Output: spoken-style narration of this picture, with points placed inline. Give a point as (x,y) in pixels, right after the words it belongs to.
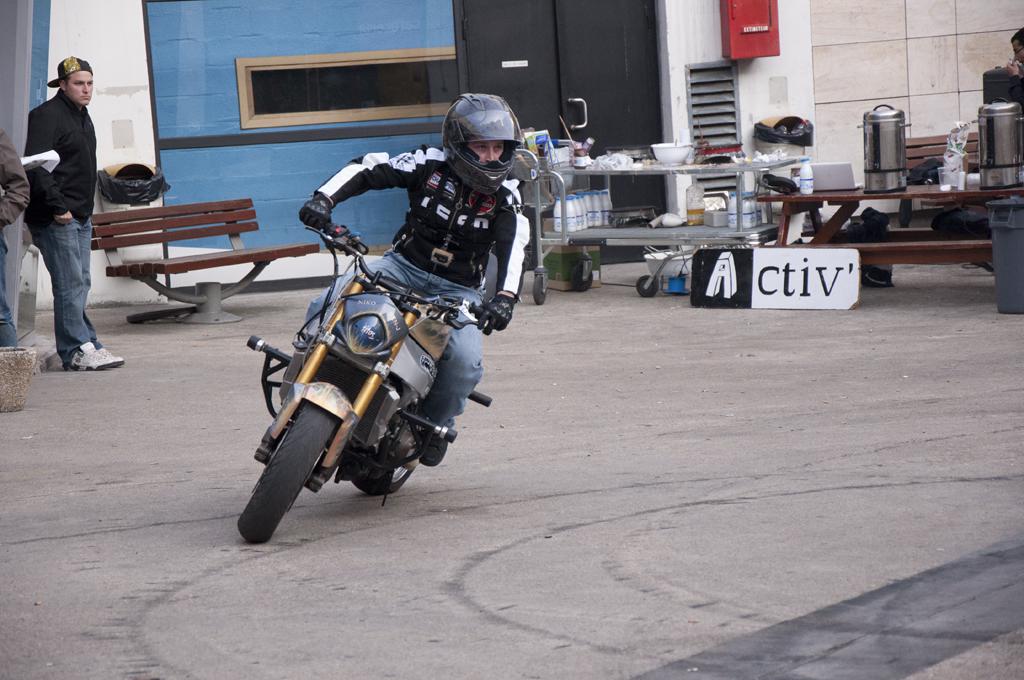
On the background (343,54) we can see a wall (339,49), door (619,48). Here we can see a table (844,206) and on the tables (781,198) we can see cans (893,162), bowls (673,159), bottles (594,212), containers (995,159). This is a board (790,287) on the road (690,298). Here we can see a man (491,243) wearing a helmet (484,181) and riding a bike (365,313). This is a bench (202,268). near to the bench (184,268) we can see a person (78,251) standing. This is a trash can (140,194).
